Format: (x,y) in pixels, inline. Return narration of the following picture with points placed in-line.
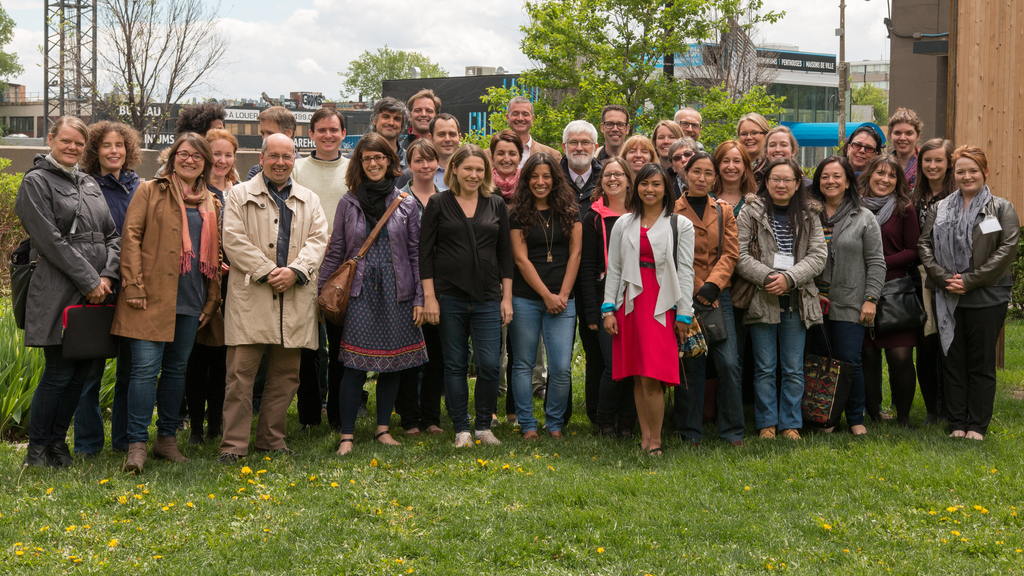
In this image there are a group of people (599,189) standing with a smile on their face (774,192), behind them there are poles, metal structures (61,68), trees (134,77) and buildings (307,95).
